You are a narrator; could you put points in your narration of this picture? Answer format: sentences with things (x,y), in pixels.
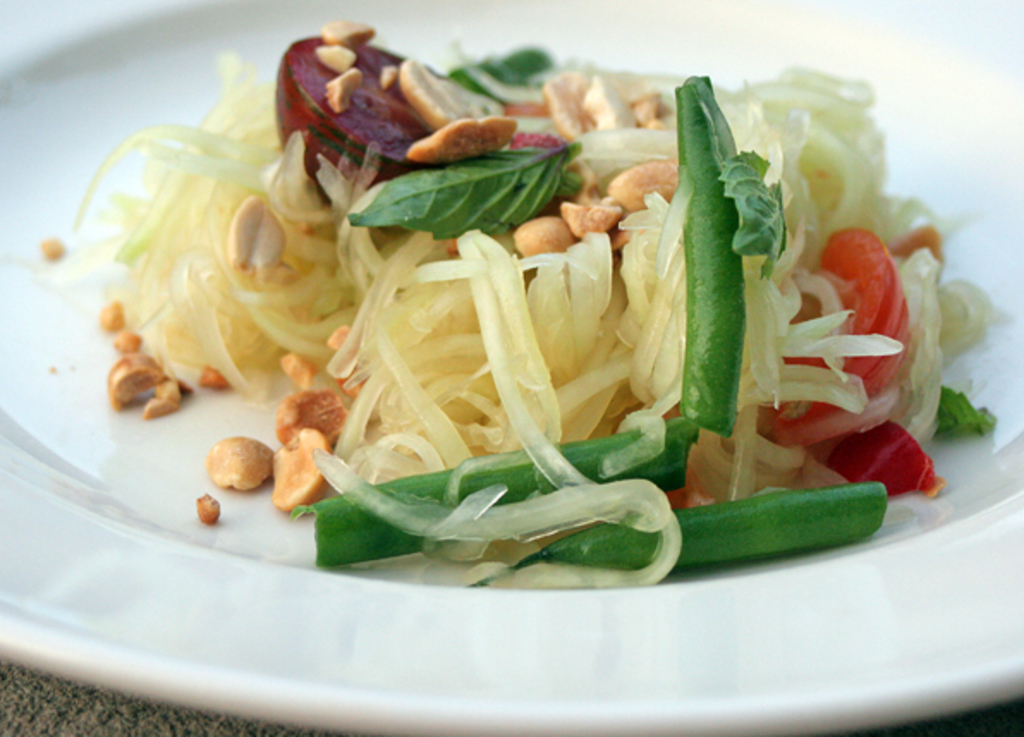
In this image, I can see a food item (472,326) on a plate (78,513). This plate (847,618) is white in color.
